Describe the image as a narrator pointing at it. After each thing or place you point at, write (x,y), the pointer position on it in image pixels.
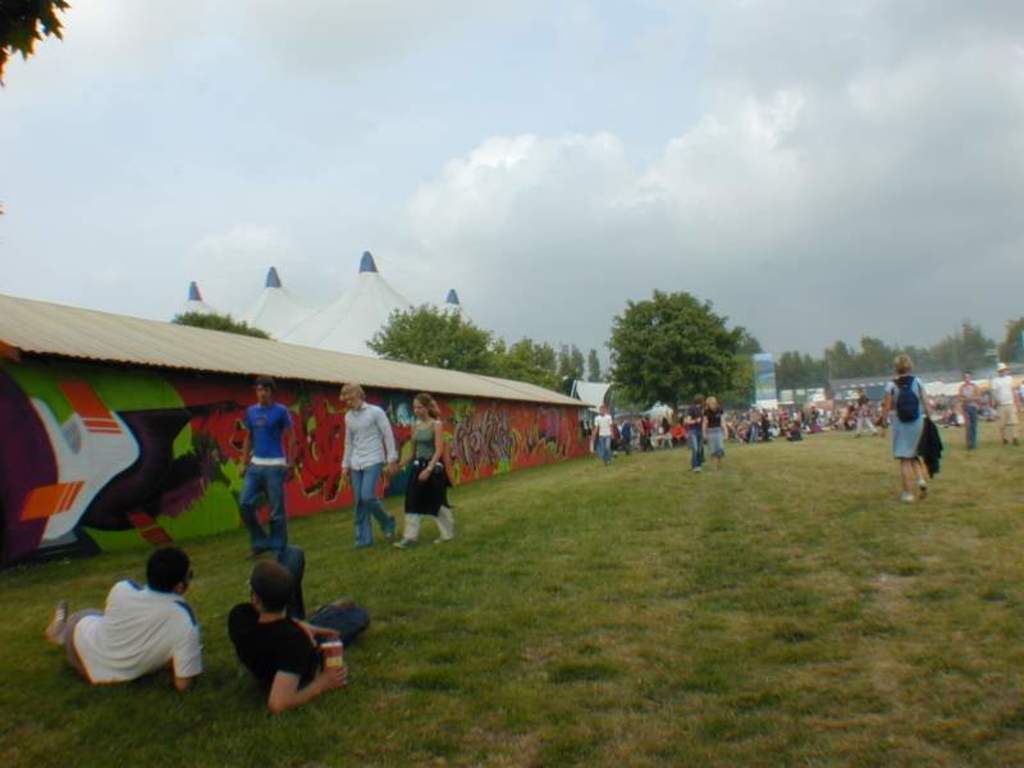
In this image there are persons (360,462) walking and laying. There is grass (206,641) on the ground (660,620) and on the left side (112,425) there is Graffiti (173,428) on the wall (407,410) and there are tents (332,309) which are white in colour and in the background (620,350) there are trees (712,353) and there are persons (783,419) and the sky (674,157) is cloudy.
